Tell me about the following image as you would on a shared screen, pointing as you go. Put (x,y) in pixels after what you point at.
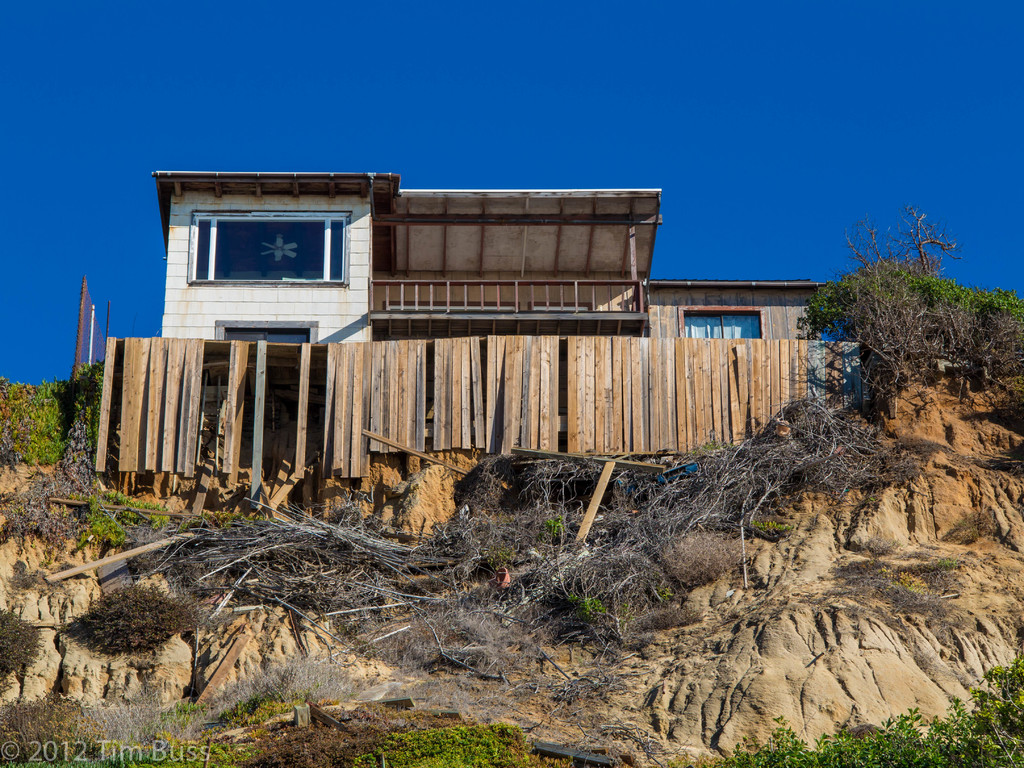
In this image in the middle (452,268) there is a house (347,340). At the bottom (493,686) there are plants (1023,742), stones (873,701), wooden sticks (560,489), fence (519,443), trees (932,318), text (110,742). At the top (719,178) there is sky (278,125).
